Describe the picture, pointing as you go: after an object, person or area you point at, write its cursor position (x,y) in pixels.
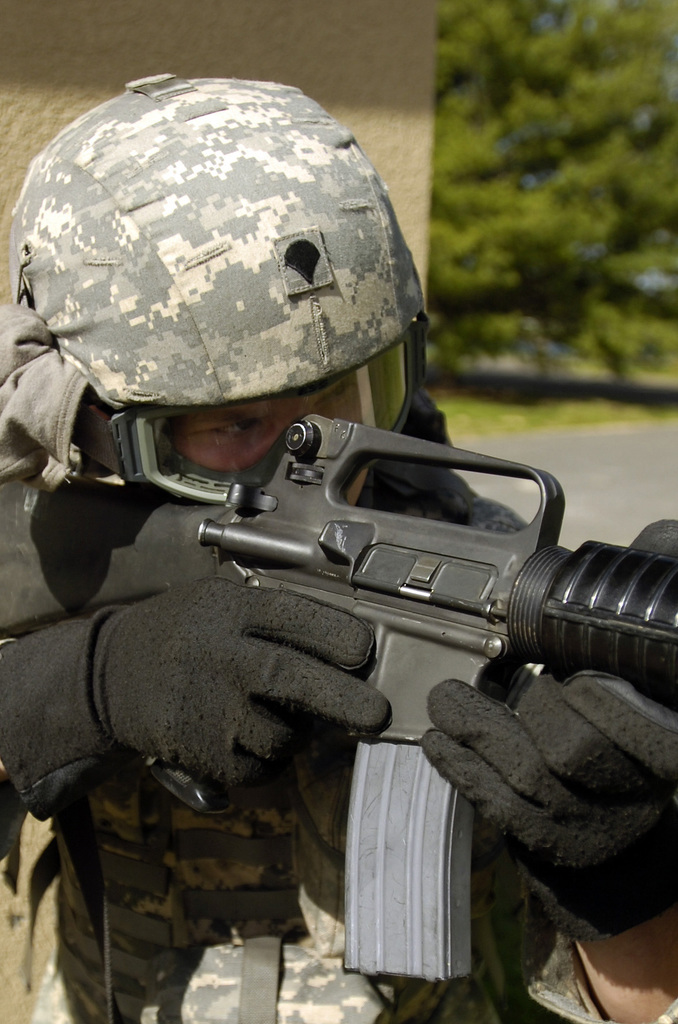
In the image we can see there is a person (191,469) standing and he is wearing helmet (280,259) and hand gloves (301,620). He is holding rifle (433,683) in his hand (219,749) and behind there are trees (521,238). Background of the image (562,450) is blurred.
